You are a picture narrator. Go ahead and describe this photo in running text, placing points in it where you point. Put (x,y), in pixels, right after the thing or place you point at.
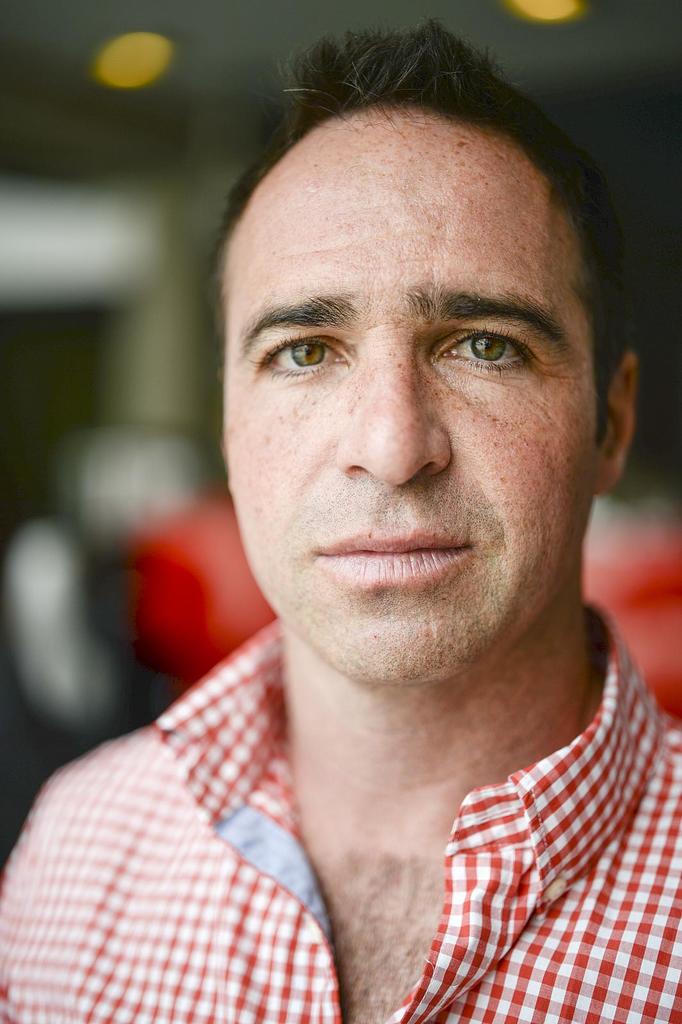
In this picture there is a person (404,528). The background (94,423) is blurred.
